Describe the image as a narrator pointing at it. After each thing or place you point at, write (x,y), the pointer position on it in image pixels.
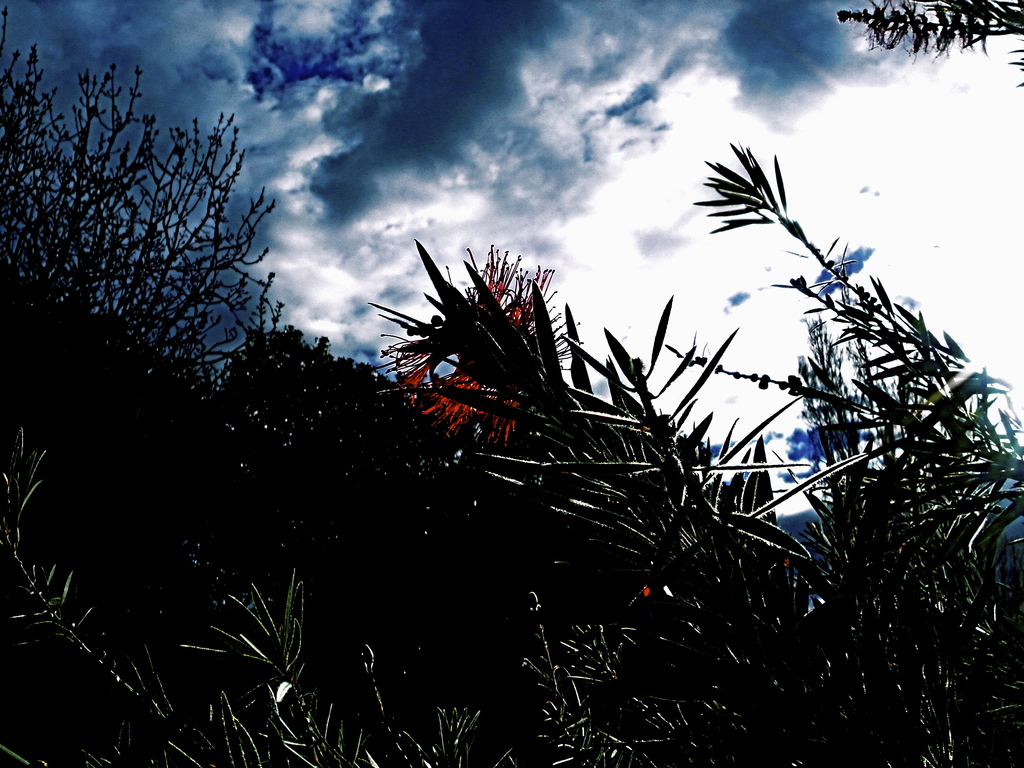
In this image I can see few plants (616,648) and few flowers (513,400) which are red in color. In the background (656,161) I can see the sky (599,166).
